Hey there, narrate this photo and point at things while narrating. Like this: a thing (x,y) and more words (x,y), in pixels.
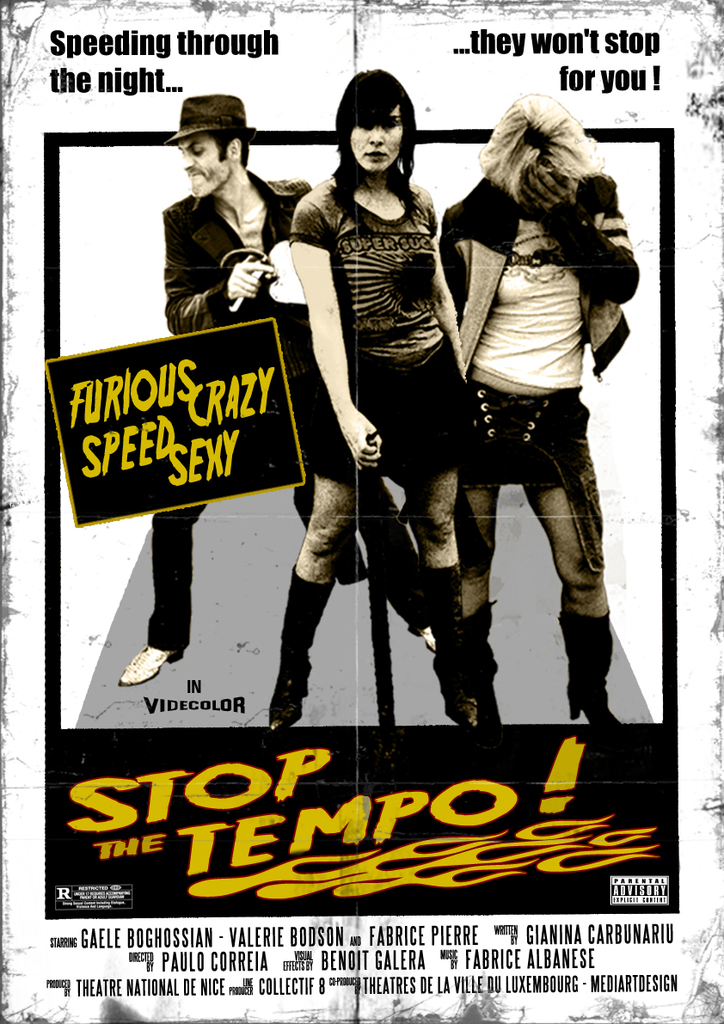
This image consists of a poster (251,743). On this poster (226,623), I can see some text (287,990) and three persons (464,291) are standing.
